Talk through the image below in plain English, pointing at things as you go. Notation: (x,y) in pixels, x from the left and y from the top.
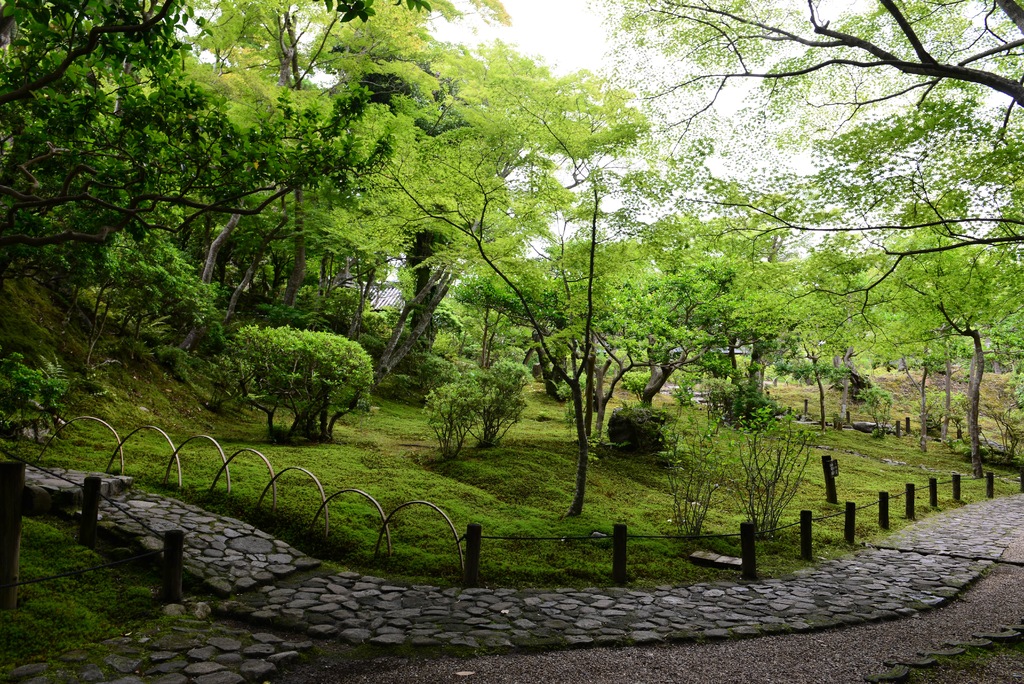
At the bottom (11,508) we can see path (397,606) and fence (2,596). In the background (256,336) we can see grass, trees (421,133) and sky (572,60).
